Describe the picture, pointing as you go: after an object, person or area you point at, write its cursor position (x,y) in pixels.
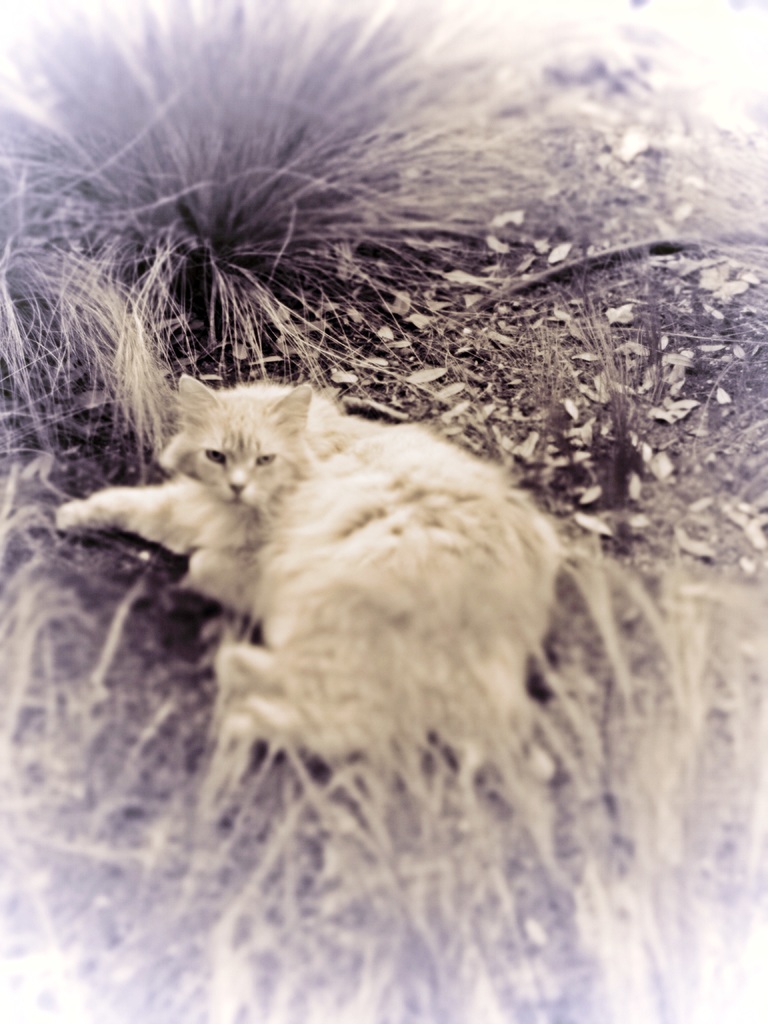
In this picture we can see a cat (304,605) laying here, at the bottom (517,822) there is grass (527,833), we can see some leaves (625,355) here.
